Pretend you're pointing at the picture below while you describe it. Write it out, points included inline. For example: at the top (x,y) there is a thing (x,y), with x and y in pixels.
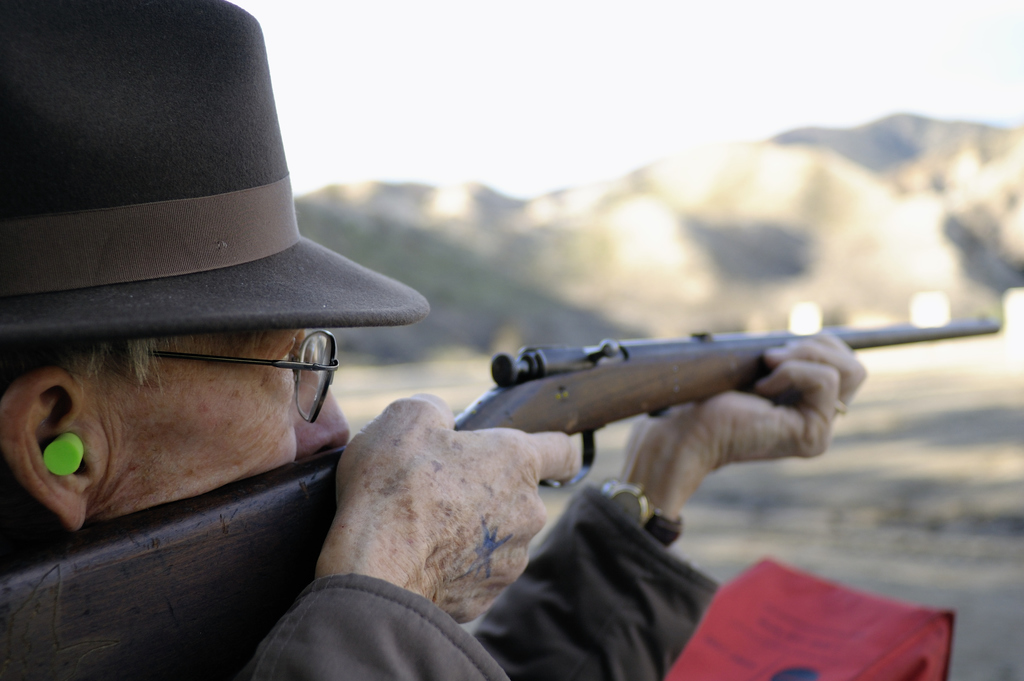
Here we can see a person (189,388) holding a gun (234,621) with his hands (693,439) and he has spectacles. In the background (936,271) we can see mountain (844,256) and sky (656,87).
